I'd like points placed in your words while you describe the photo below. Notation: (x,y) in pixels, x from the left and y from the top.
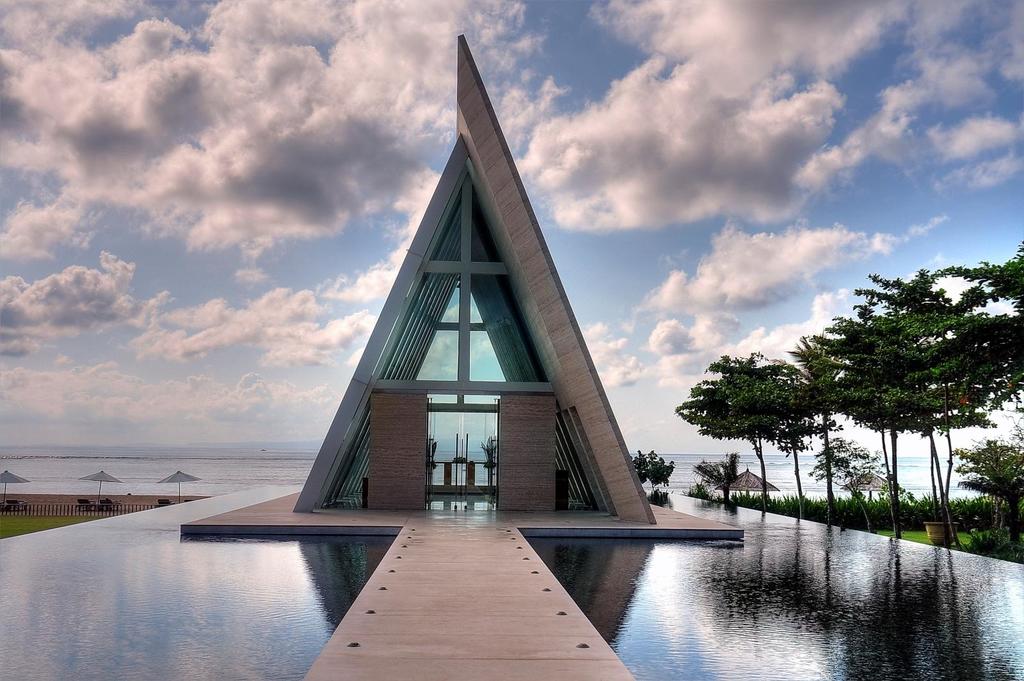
In this picture we can see the path (508,609), water (867,610), building (567,456), trees (893,472), umbrellas (737,487), fence (56,507), plants (752,500), some objects (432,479) and in the background (170,254) we can see the sky (539,189) with clouds (339,225).
